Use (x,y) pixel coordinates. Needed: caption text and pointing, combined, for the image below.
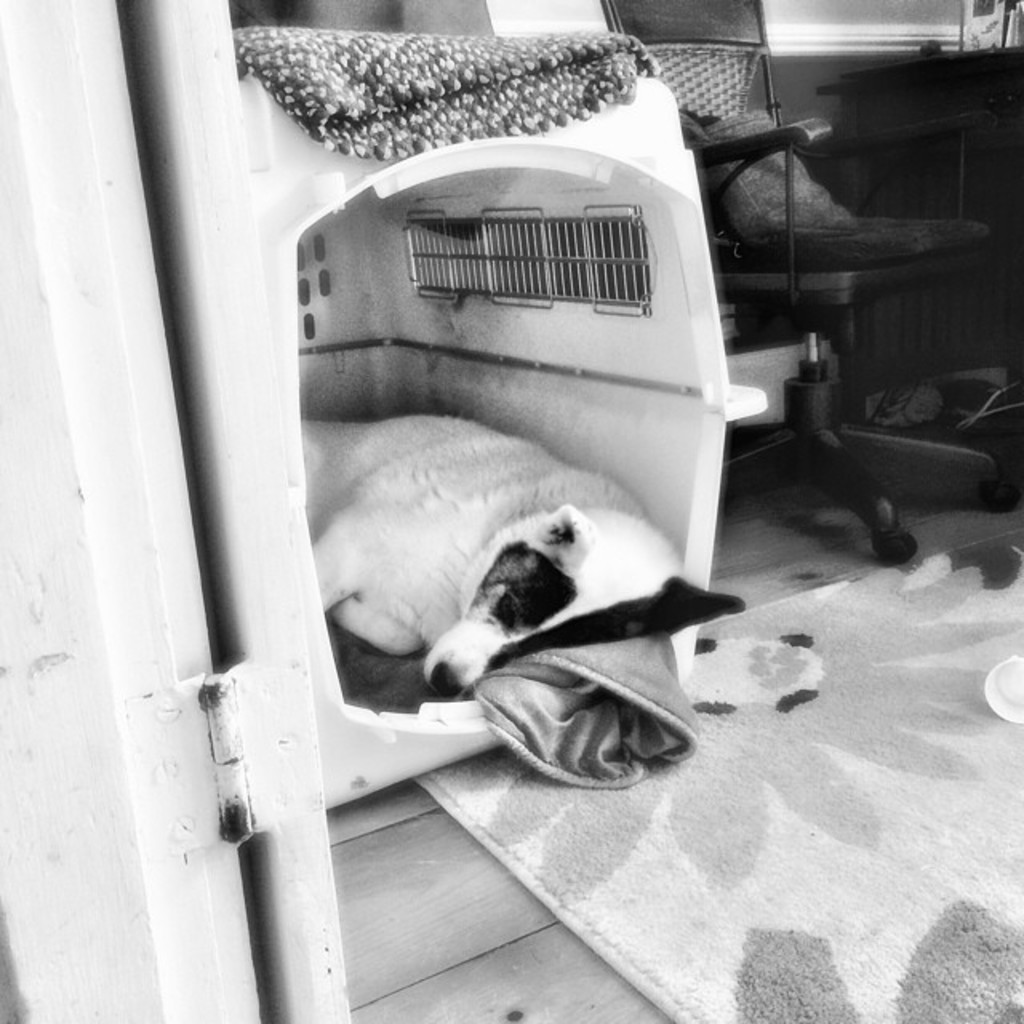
In the image we can see there is a dog (513,608) sleeping in a box (431,414) and beside there is a chair (892,522). There is a floor mat (862,746) on the floor (571,949) and the image is in black and white colour.
